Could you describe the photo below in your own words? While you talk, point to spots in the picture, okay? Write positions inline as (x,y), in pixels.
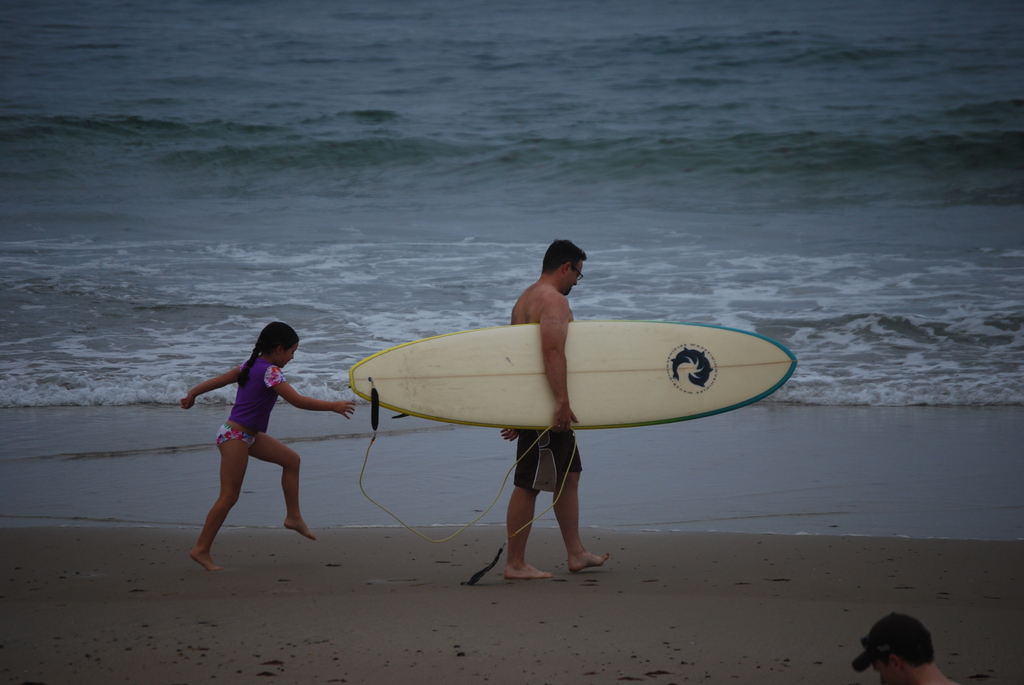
In the middle of the image (555,268) a man (577,564) is holding a surfboard (550,413) and walking. Behind him there are some water (383,58). Bottom right side of the image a man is there. Bottom left side of the image (134,533) a girl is walking on the sand (285,533).
